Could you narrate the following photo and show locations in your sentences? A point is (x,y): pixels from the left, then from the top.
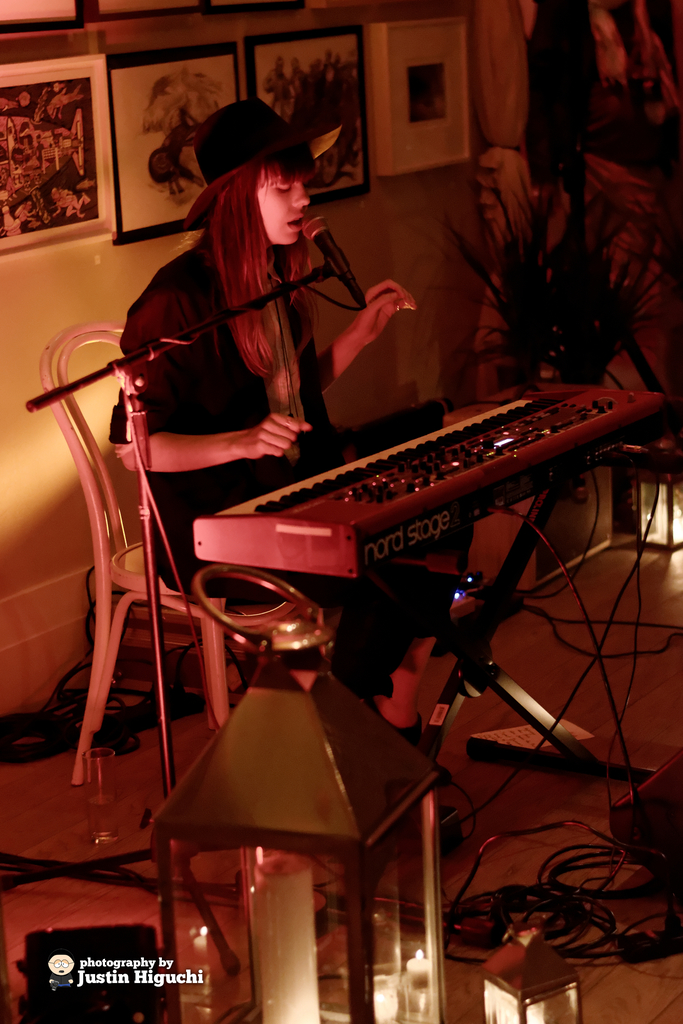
There is a woman (267,185) who is sitting on a chair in front of a mic (342,265) which is attached to the stand (100,372) and a keyboard (493,493), which is arranged on the floor (502,777), on which, there are other objects (426,816). In the background (22,189), there are photo frames (94,190) on the wall (16,273).
